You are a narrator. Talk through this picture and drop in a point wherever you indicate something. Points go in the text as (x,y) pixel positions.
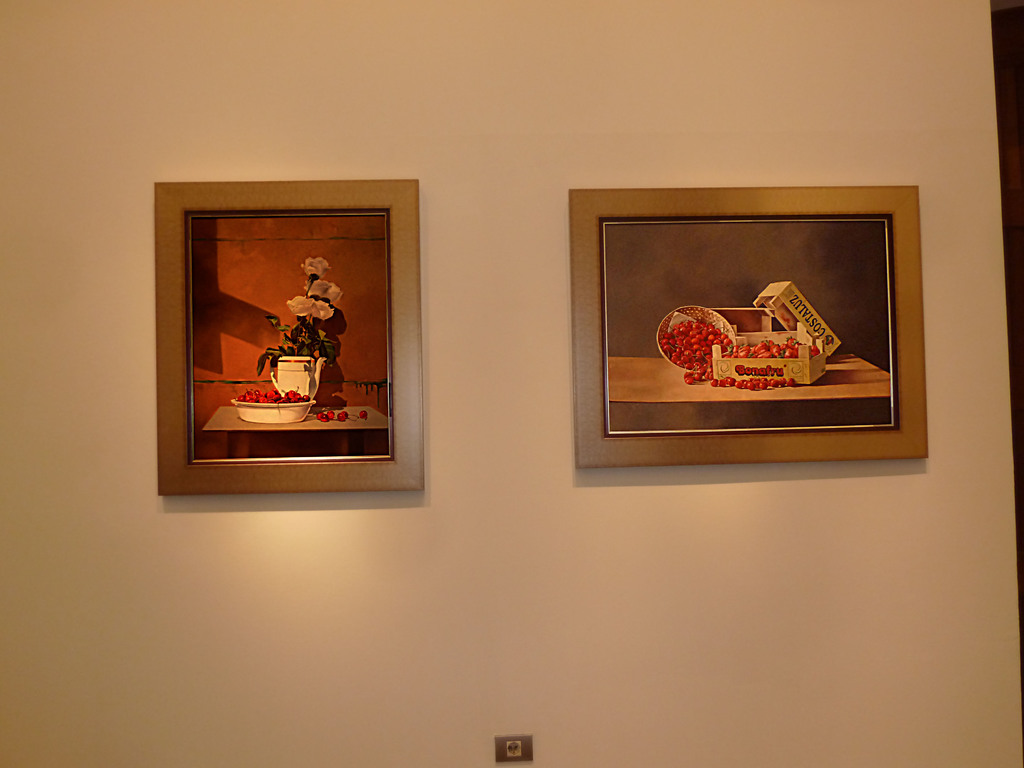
In this image there is a wall (350,583) and we can see frames (379,372) placed on the wall (391,598).
